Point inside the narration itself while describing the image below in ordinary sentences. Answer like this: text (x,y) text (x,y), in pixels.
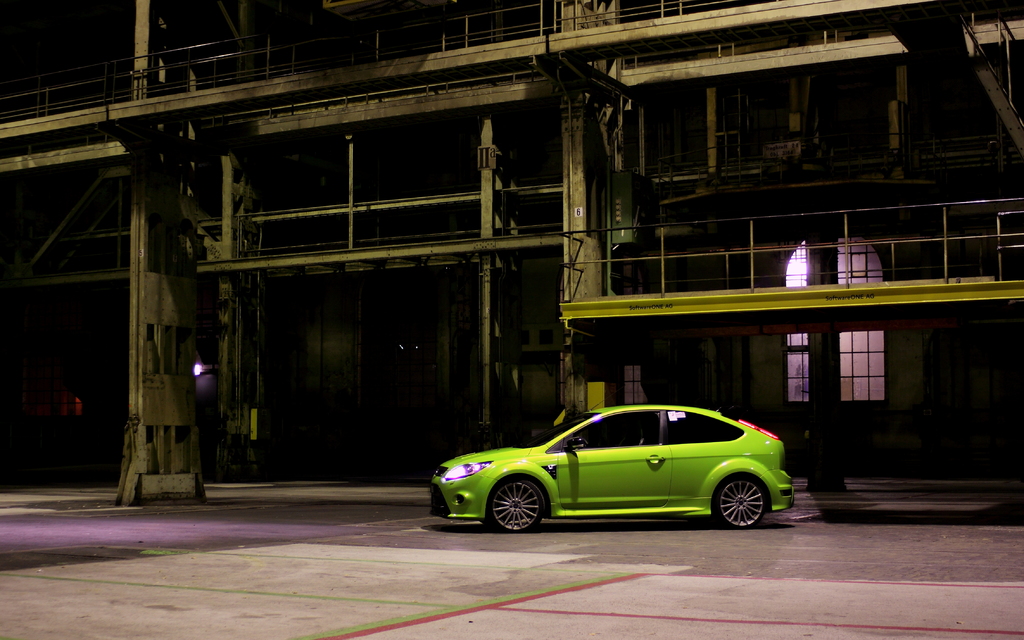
In the image in the center (600,407), we can see one green car (553,467). In the background (532,195) there is a building (599,110), light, fence (846,264), window (858,388) and poles (188,378).
